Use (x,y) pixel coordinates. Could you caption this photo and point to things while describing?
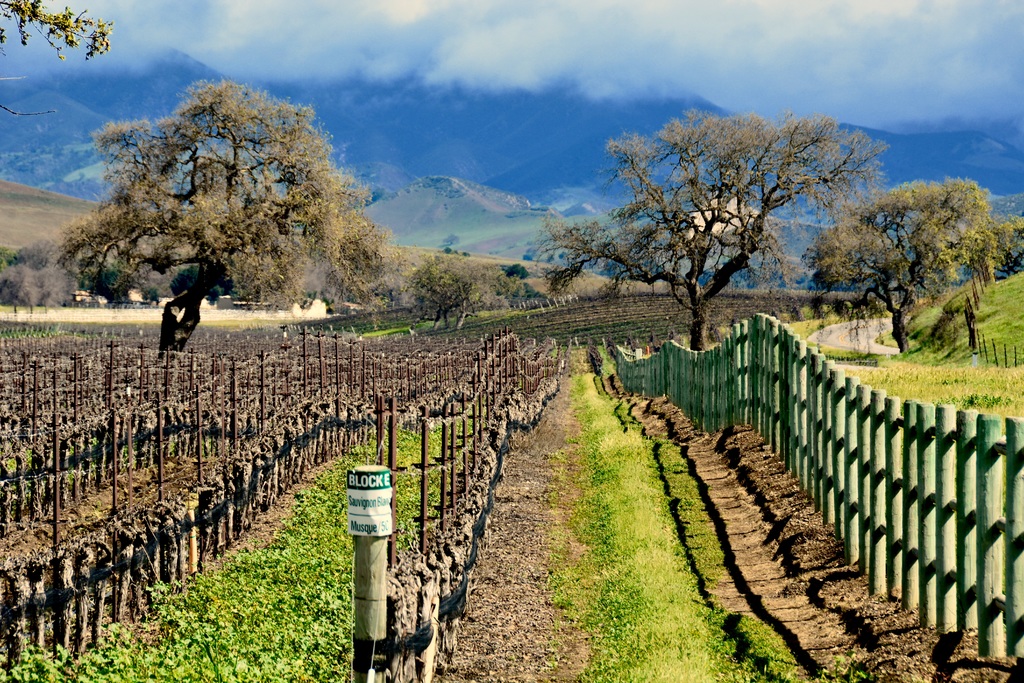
In this image there are fields (497,345), in that field (84,485) there are wooden poles (423,433), on the right side (874,469) there is a fencing (726,368), in the background (394,245) there trees (665,251), mountains (474,197) and the sky (774,71).
